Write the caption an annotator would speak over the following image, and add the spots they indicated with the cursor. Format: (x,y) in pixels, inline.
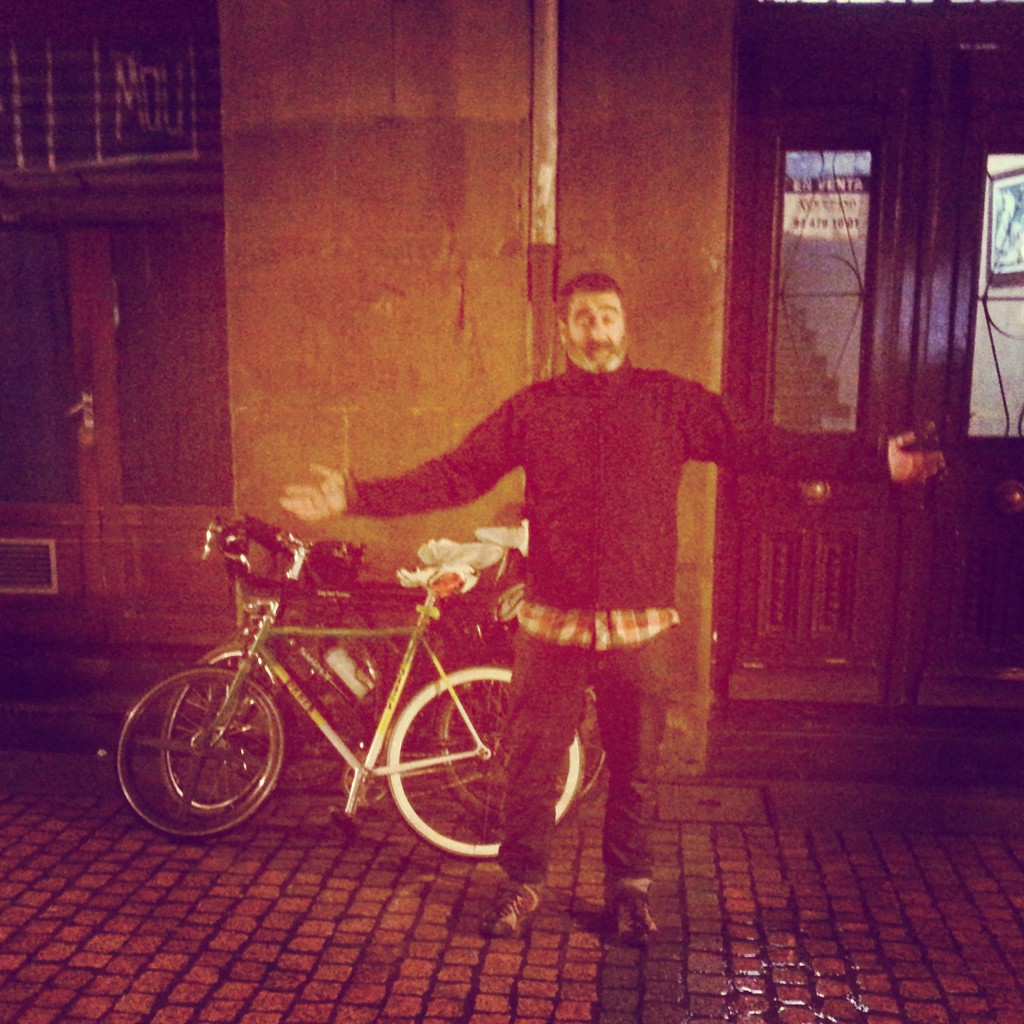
In this image there is a man (671,561) standing on the ground (711,909), there are bicycles (347,748), there is a wall (511,276) behind the man (494,422), there is a door (140,342) towards the left of the image (112,382), there is a door (886,355) towards the right of the image (803,386), there is staircase (823,386), there is a wall (993,359) towards the right of the image (1009,273), there is a photo frame (1001,234) on the wall (1008,328).
